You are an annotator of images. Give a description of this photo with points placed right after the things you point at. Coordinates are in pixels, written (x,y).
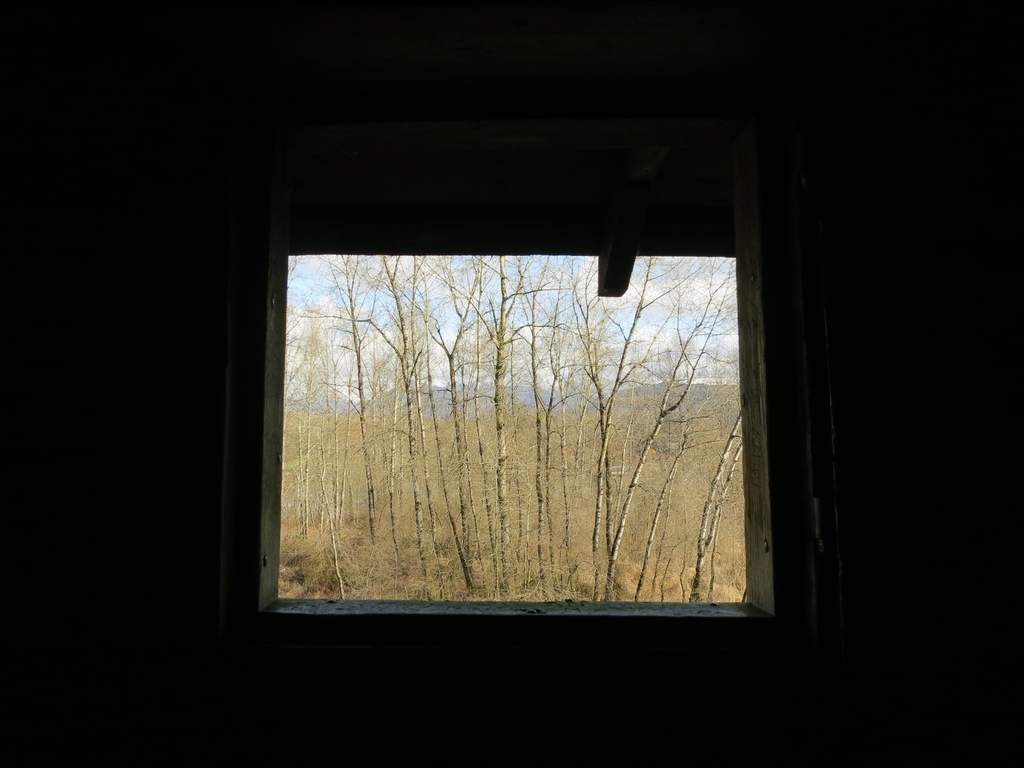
In this picture we can observe a window (771,554). There are trees (429,457) which are dried. In the background (475,343) we can observe a sky (307,300).
